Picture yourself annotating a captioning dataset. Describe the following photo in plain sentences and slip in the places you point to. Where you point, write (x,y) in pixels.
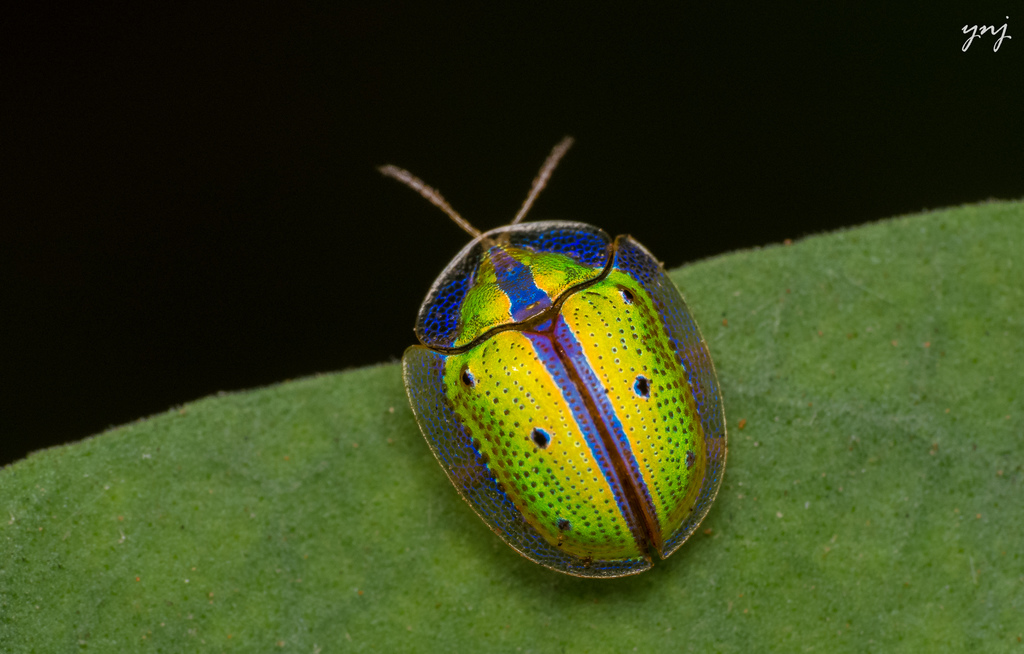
In the foreground of this image (630,452), there is an insect (521,470) on the green surface (363,519). In the background (230,217), there is dark.
